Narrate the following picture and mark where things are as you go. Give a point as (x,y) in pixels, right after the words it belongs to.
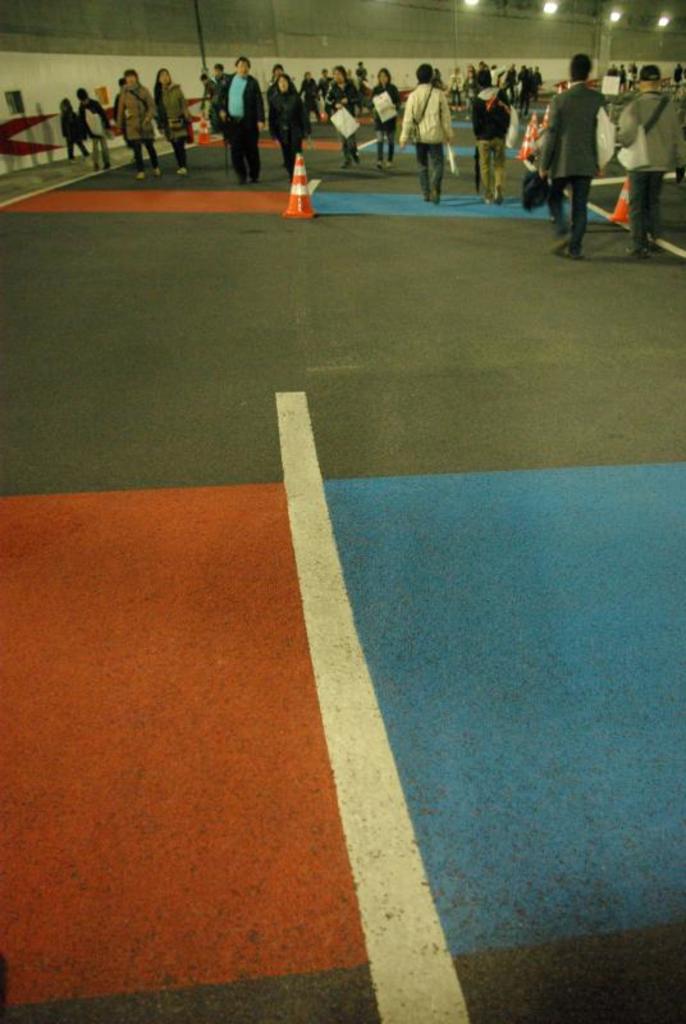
In this image I can see the group of people (586,159) with different color dresses (579,236). I can see few people (482,126) are holding the bags (603,140). There are the traffic cones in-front of these people (447,138). In the back (368,3) I can see the wall (529,63) and the lights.
